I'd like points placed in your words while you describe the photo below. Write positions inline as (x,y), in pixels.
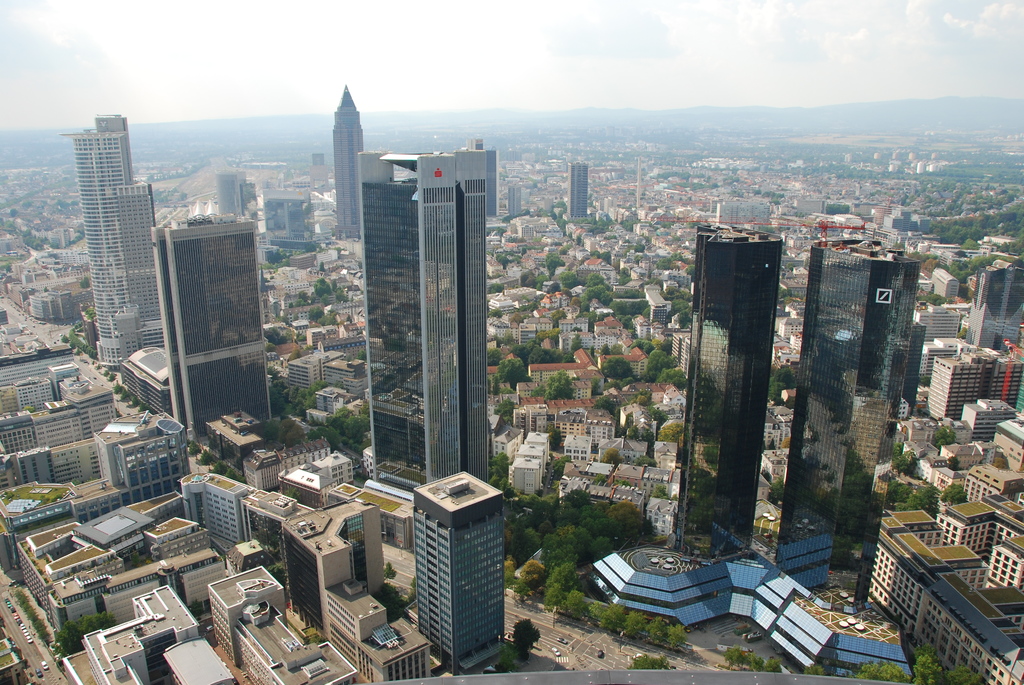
In this image we can see a group of buildings (312,445), towers (439,448), trees (506,494) and some vehicles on the pathway (555,618). On the backside (853,24) we can see the mountains (849,115) and the sky (689,16) which looks cloudy.
